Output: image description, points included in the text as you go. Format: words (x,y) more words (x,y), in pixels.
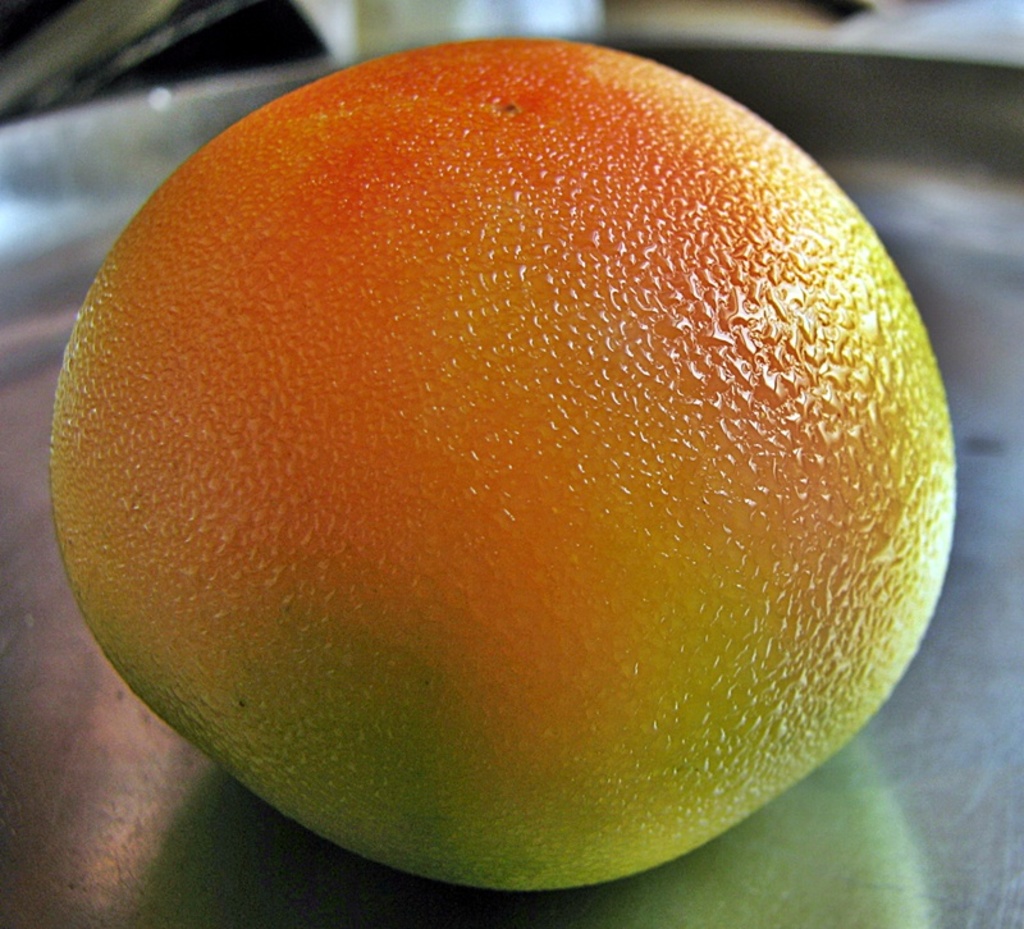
This is the picture of a fruit (447,488) which is in yellow and orange color on the silver color thing (24,663).
